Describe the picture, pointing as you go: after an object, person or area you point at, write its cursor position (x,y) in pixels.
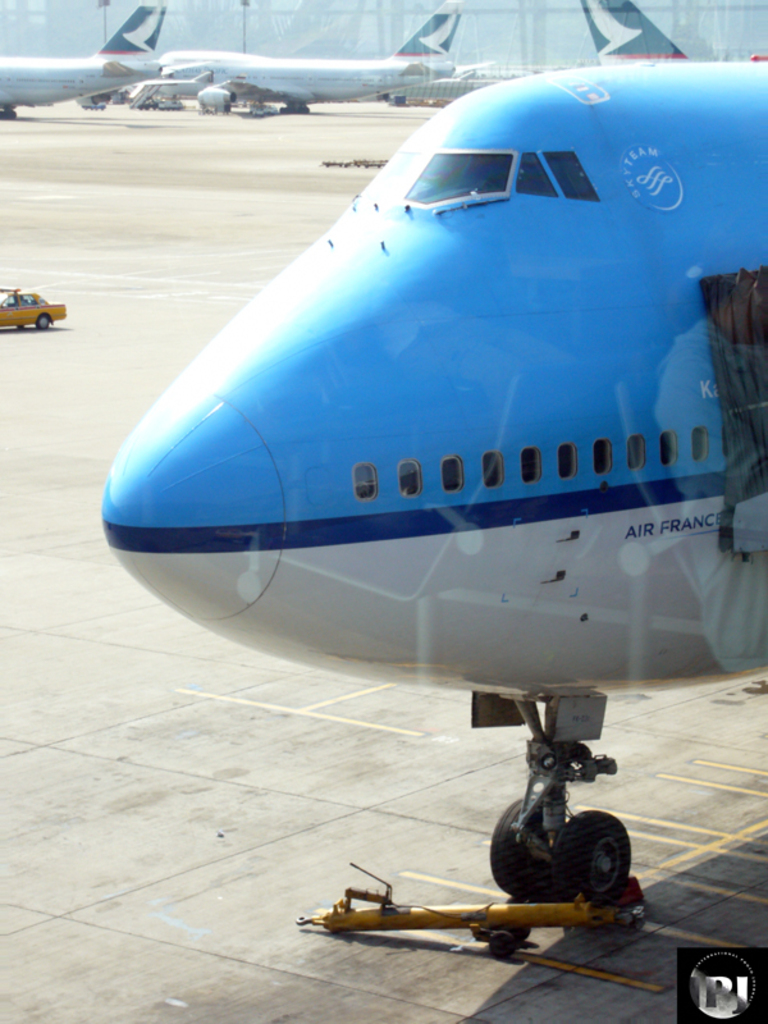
In this picture there is a white and blue color aircraft (529,510) parked on the runway (67,535). Behind there are three more aircraft (8,90) is parked. In the background (557,56) there is a big boundary wall (203,15).
